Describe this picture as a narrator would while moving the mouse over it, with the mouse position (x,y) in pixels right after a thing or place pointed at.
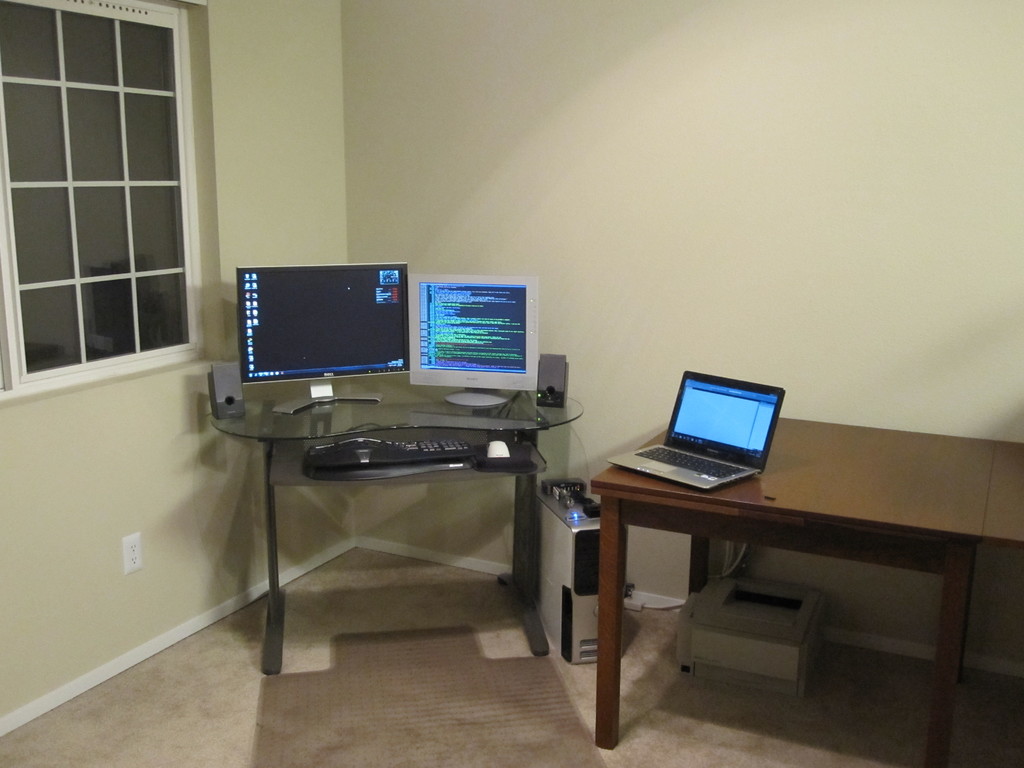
On this table (996,477) there is a laptop (704,472). Under the table (830,485) there is a printer (740,625). These are monitors (410,343), keyboard (392,451), mouse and CPU (571,547). This is window (160,268).
